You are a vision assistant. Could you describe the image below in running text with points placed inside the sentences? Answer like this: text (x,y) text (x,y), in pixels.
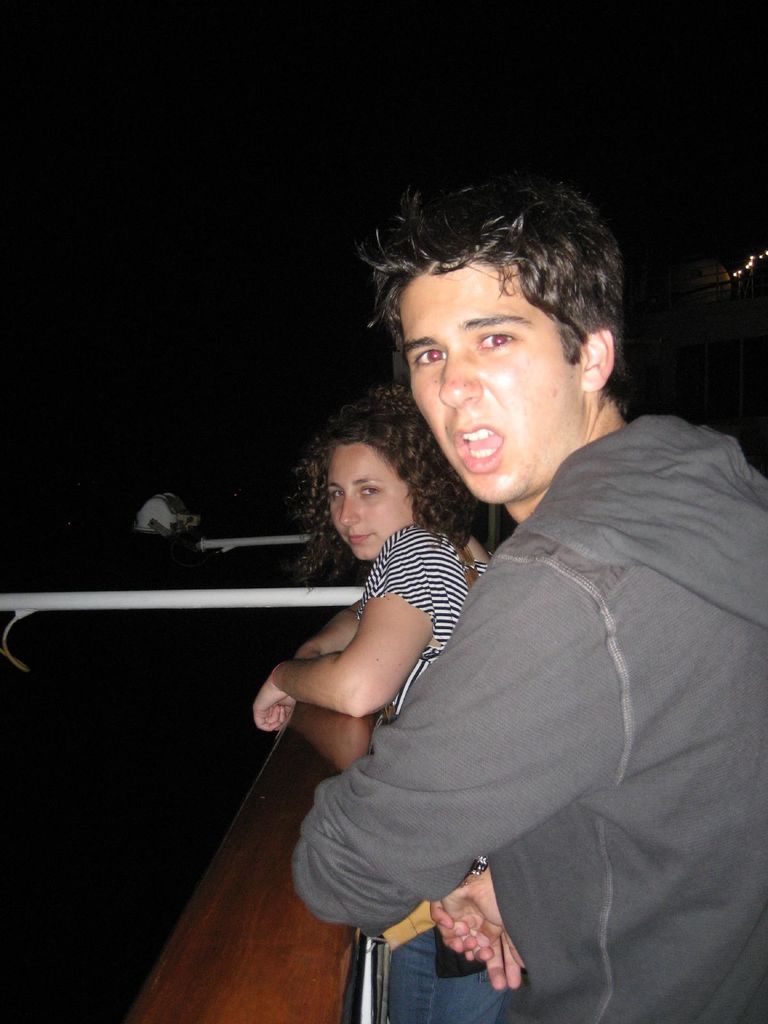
In this image a man (677,753) is standing, he wore sweater (675,788). Beside him a beautiful woman (374,432) is also standing, she wore black and white lines t-shirt (445,594). In the middle (259,600) there are iron rods (275,600) in white color.
